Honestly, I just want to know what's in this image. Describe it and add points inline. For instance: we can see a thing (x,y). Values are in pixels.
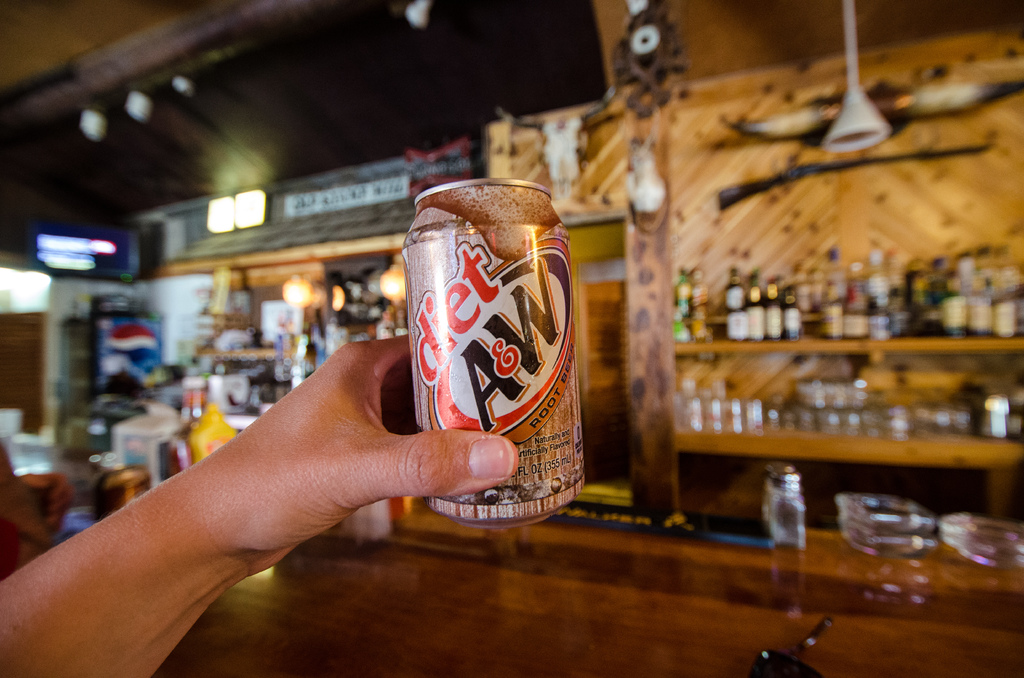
In this picture we can see a person hand (123,601) is holding a tin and in the background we can see bottles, shelves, lights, wooden objects (793,567) and some objects (765,537).
